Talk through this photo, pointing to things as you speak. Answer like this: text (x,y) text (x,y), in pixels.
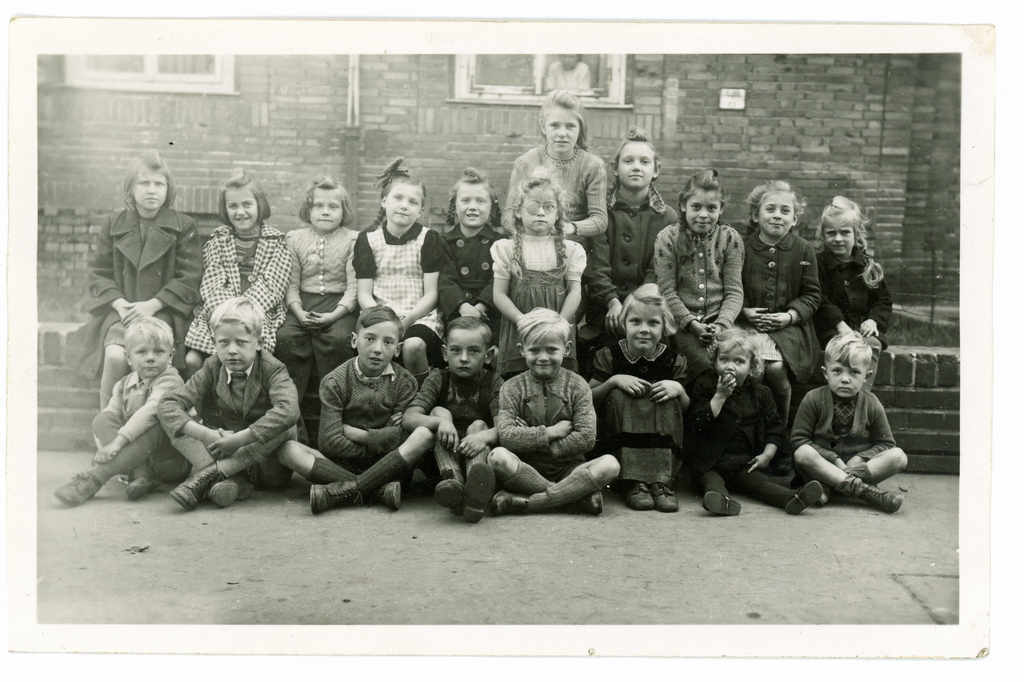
In the picture I can see a group of children (522,235). I can see few of them sitting on the wall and few of them sitting on the floor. In the background (457,134), I can see the brick wall (446,111) and glass windows (548,91).
